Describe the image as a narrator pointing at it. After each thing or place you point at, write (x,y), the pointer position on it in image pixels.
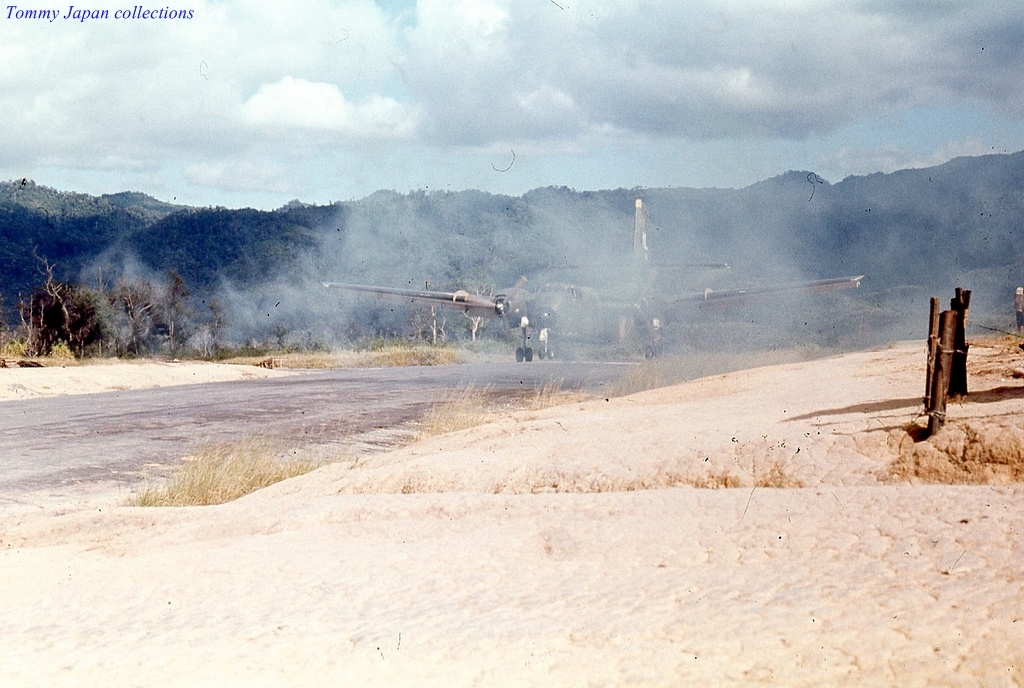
Here we can see sand (534,533), grass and on the road (158,420) there is an aeroplane (524,324). In the background (284,274) there are trees (163,321), smoke (635,328) and clouds (468,73) in the sky (484,70).
